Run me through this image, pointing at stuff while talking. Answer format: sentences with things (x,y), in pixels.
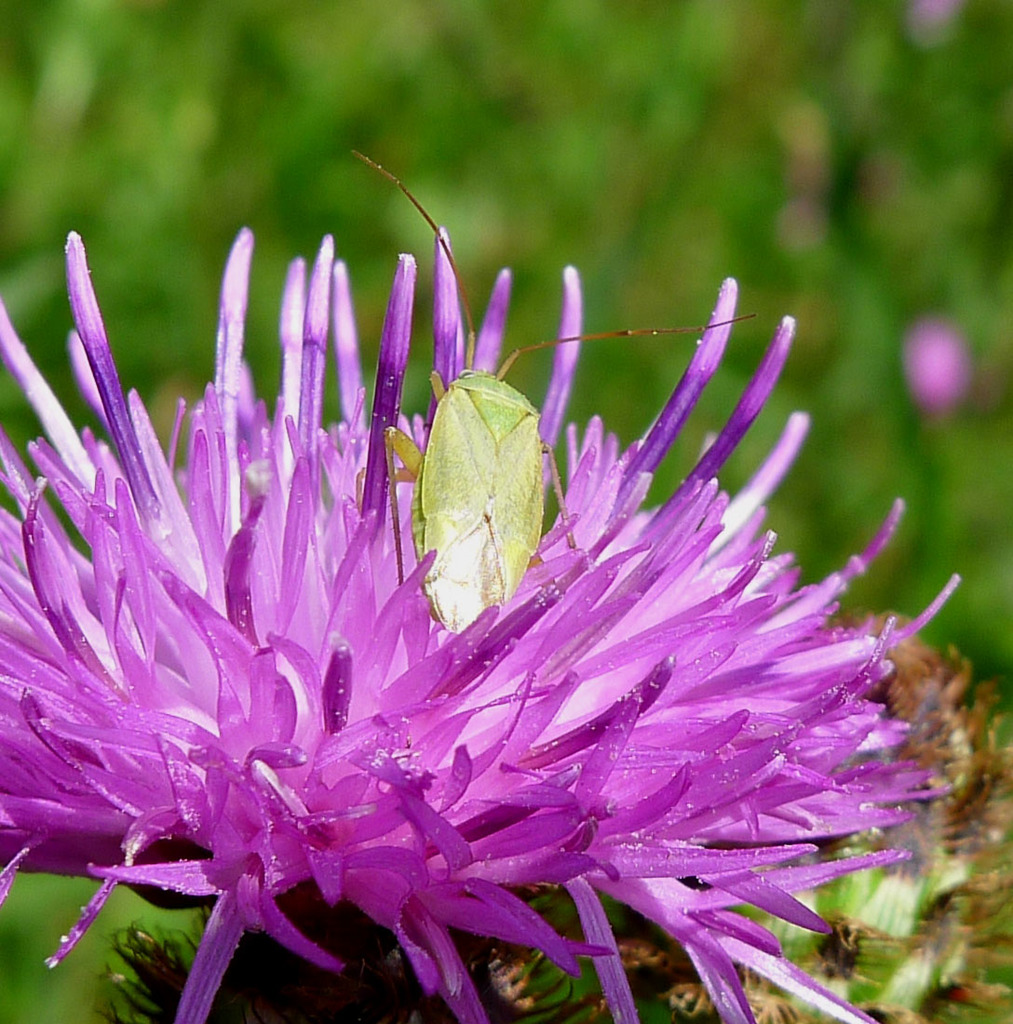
In this picture we can see an insect (452,580) on a flower (575,434) and in the background (225,135) we can see leaves (537,167) and it is blurry.
